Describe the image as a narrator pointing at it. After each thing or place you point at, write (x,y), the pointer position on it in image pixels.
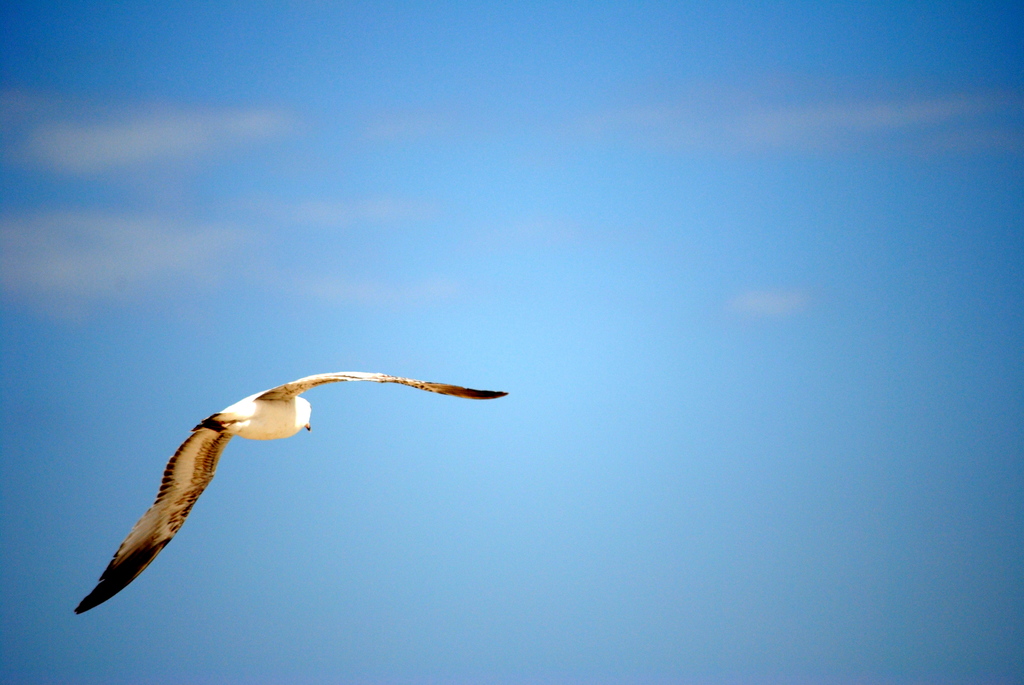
In this picture we can observe a bird (245,438) which is in white and black color, flying in the air (148,388). In the background (354,189) there is a sky (279,224) with some clouds (246,238).
